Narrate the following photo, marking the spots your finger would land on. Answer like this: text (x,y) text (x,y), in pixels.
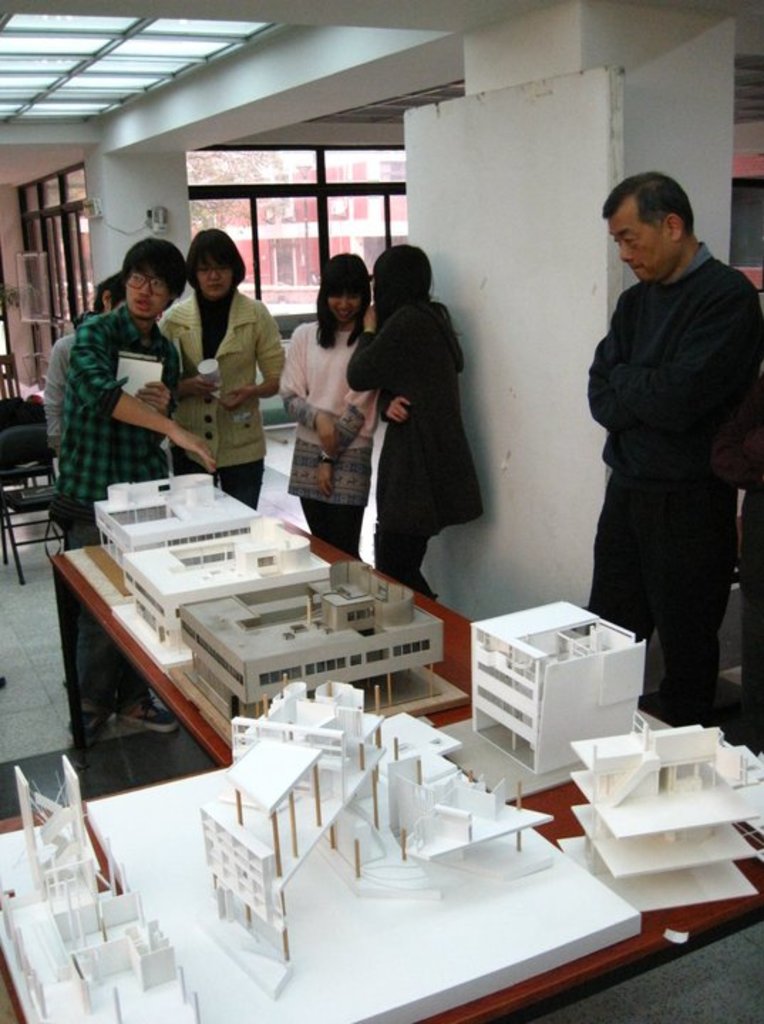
In this picture there are a group of people (204,404) standing here and these two are talking with each other and this person (150,440) is explaining the examples of the building (282,598), the man (632,489) on the right (632,489) is listening to him and backdrop (39,499) there are chairs (40,449), ceiling lights (37,48) and there is a door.
